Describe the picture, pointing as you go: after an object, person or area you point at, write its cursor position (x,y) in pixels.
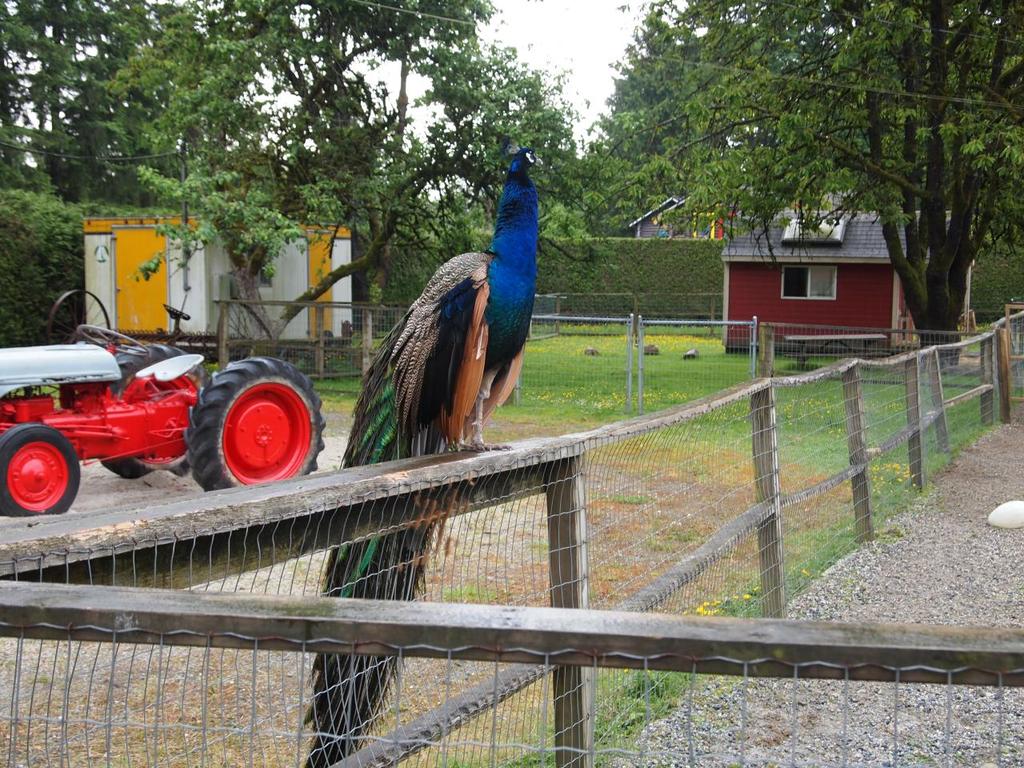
In this image we can see a peacock (318,699) standing on the wooden fence (508,460). In the background (542,156) we can see trees (672,135), sky (586,91), buildings (762,232), motor vehicle (156,440) on the ground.
